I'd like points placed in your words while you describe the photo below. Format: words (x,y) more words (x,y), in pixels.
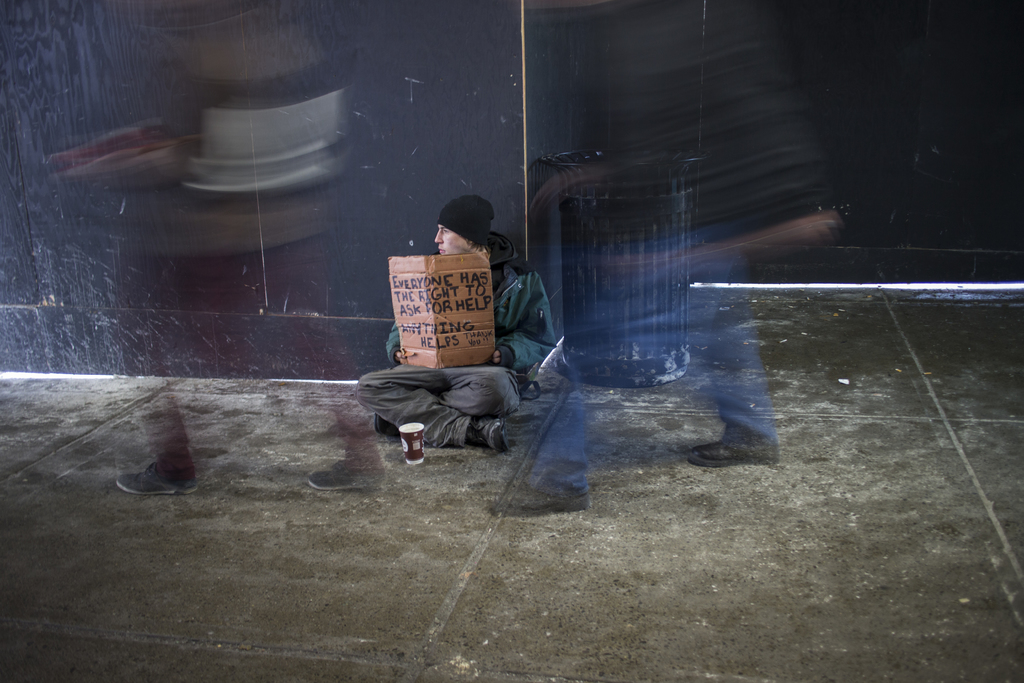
In this image we can see a person (509,331) sitting and holding a placard (419,298). On the placard (404,303) we can see some text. In front of the person (444,416) we can see a cup (407,443). Behind the person (404,421) there is a wall (388,294).
